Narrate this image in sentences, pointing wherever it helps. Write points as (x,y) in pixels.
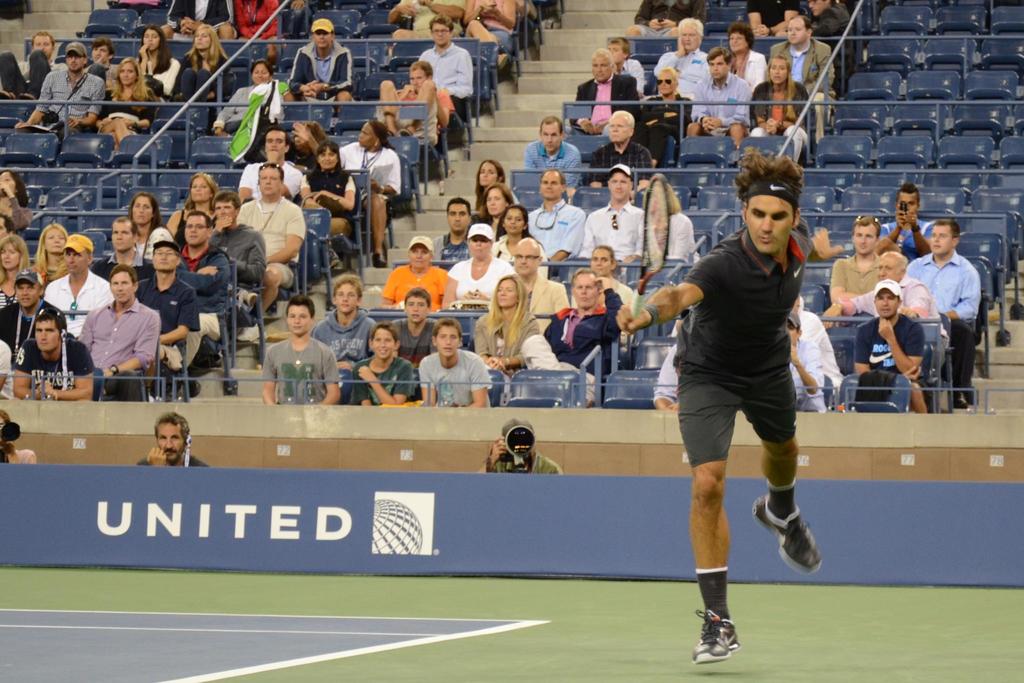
There is a man (763,163) jumping and holding a racket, behind this man (681,293) we can see hoarding (548,491) and these two people (506,466) holding cameras (508,459). In the background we can see chairs (640,47) and steps (16,30) and these are audience (964,304).
